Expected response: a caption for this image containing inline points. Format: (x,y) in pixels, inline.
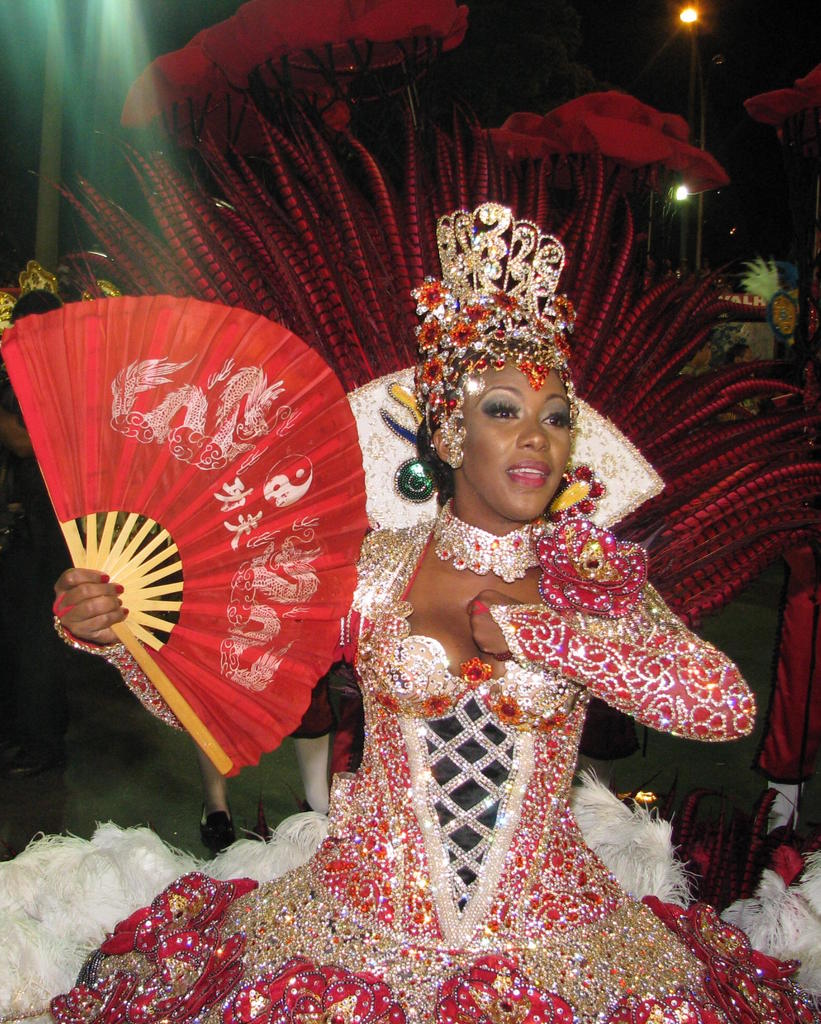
In this picture we can see a woman (385,647) holding a hand fan (212,436) with her hand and smiling. In the background (804,727) we can see people legs (778,786) on the floor (185,799), poles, lights (680,18), some objects (508,172) and it is dark.
